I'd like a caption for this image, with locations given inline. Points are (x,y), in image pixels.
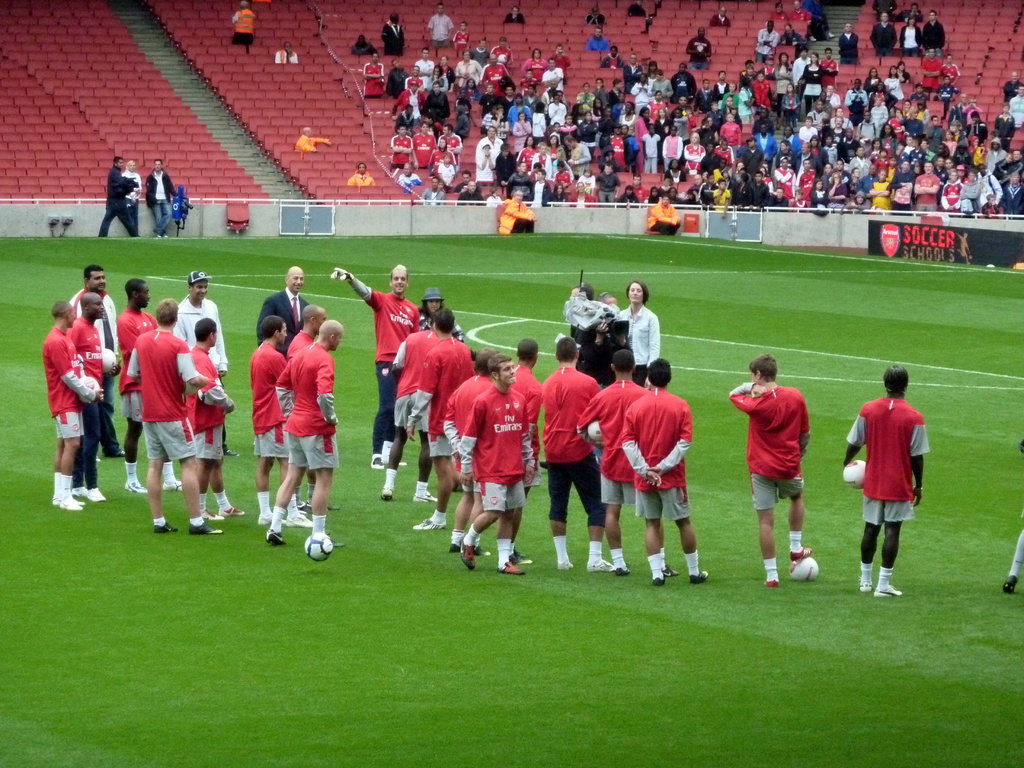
In the image there are many men (281,420) standing on grass land (713,247), most of them wore red t-shirts (561,429) and grey shorts (656,503), this seems to be of football game, there are many audience (599,141) sitting on chairs (335,138) and looking at the game.
